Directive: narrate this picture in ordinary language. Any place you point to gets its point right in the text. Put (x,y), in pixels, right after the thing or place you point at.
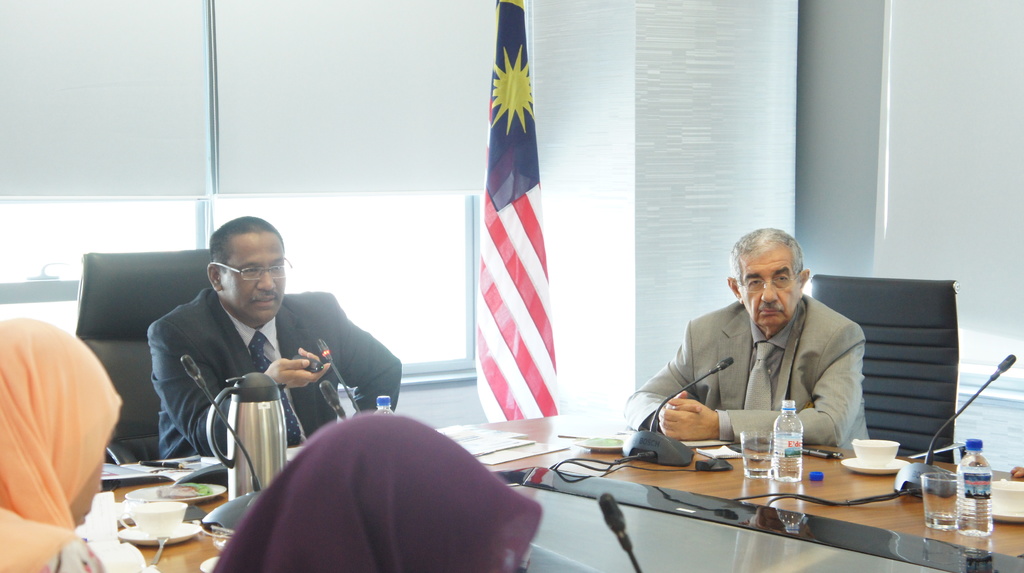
In the image there are men (271,316) in suits (705,368) and two women (27,513) in headscarves (55,420) sitting around table (1012,537) with water bottles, mic (924,470), cups (868,466) and tea kettle (269,433) on it and behind them there is window (288,231) with curtain (458,95) and a flag (535,221) in front of it.
